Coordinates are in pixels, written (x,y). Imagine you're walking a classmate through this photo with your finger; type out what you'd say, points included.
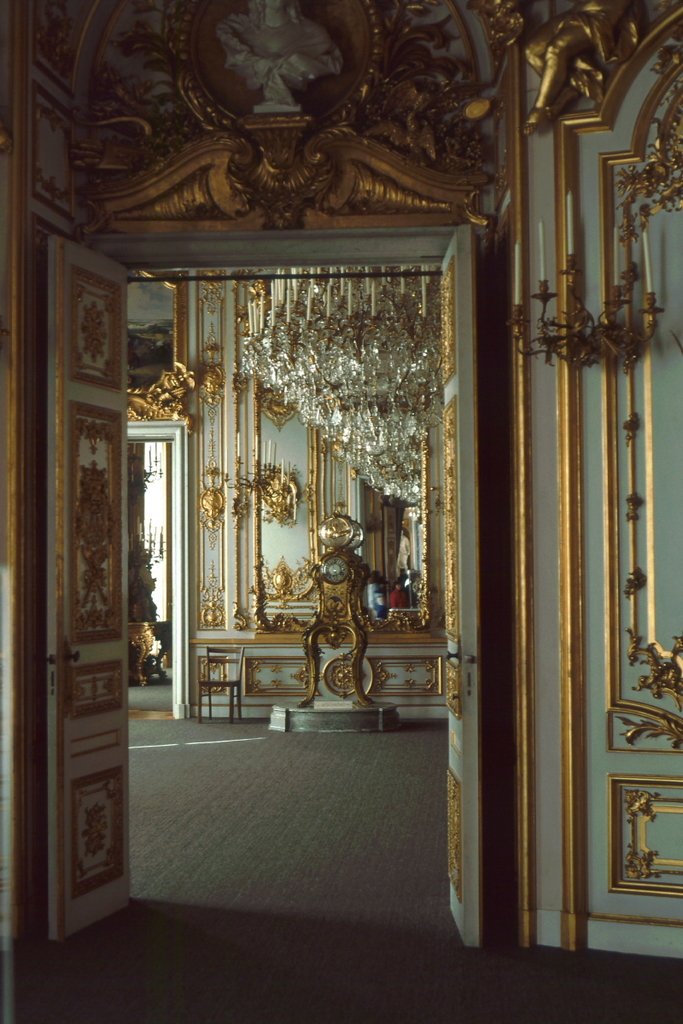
In this picture we can see the designed door (462,430), walls (551,610) and few objects (416,629). At the bottom portion of the picture (382,995) we can see the floor (353,988).
